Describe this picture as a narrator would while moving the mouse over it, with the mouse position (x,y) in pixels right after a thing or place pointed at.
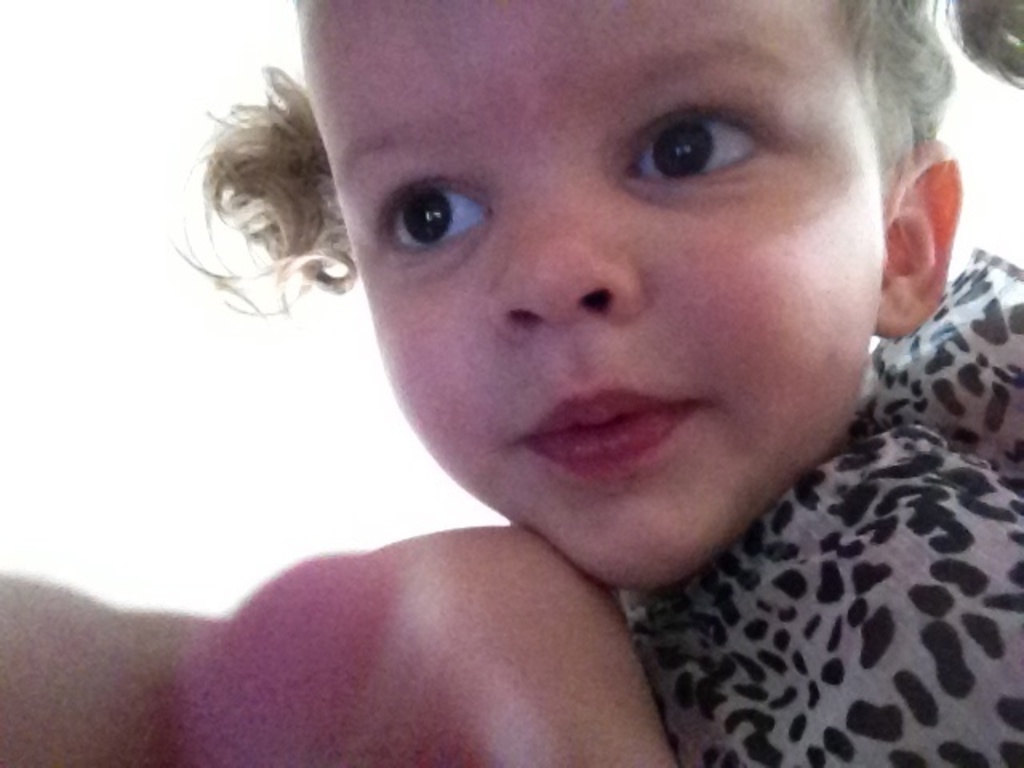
In this image I can see the person (736,619) wearing the black and ash color dress (801,652). And there is a white background (75,232).
